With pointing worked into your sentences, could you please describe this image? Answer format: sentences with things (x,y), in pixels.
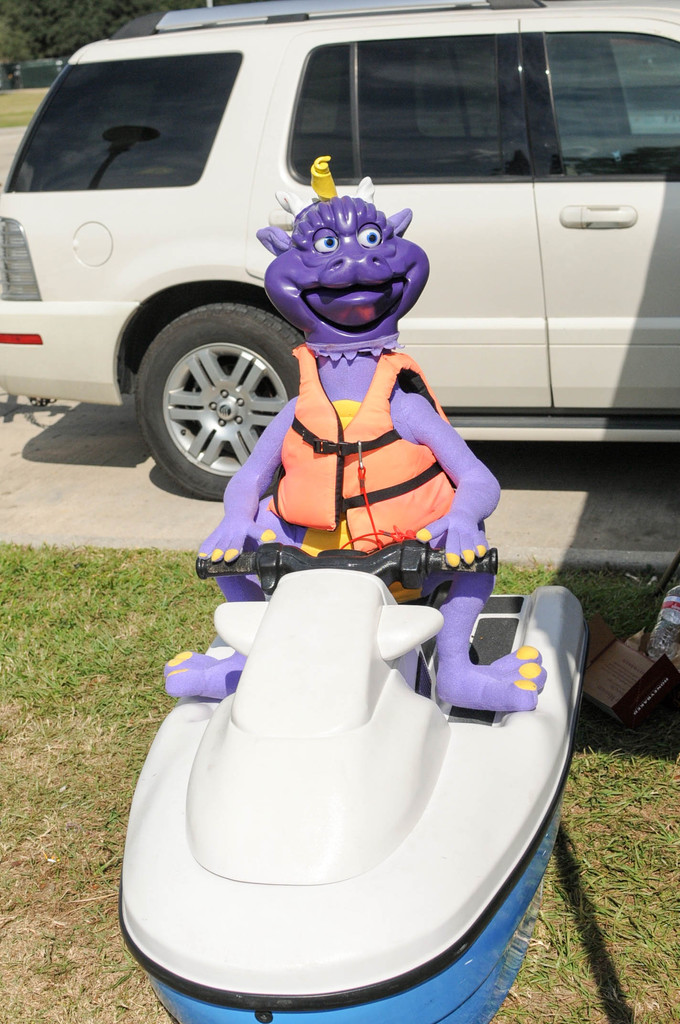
In this picture there is a toy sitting on the object (368,864). At the back (662,207) there is a vehicle (352,146) on the road (652,475) and there are trees (52,46). At the bottom (591,686) there is grass (652,902) and there is a box (602,652) and bottle (678,624) on the grass (636,776). There is reflection (125,109) of pole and sky (131,93) on the mirror (605,129).
